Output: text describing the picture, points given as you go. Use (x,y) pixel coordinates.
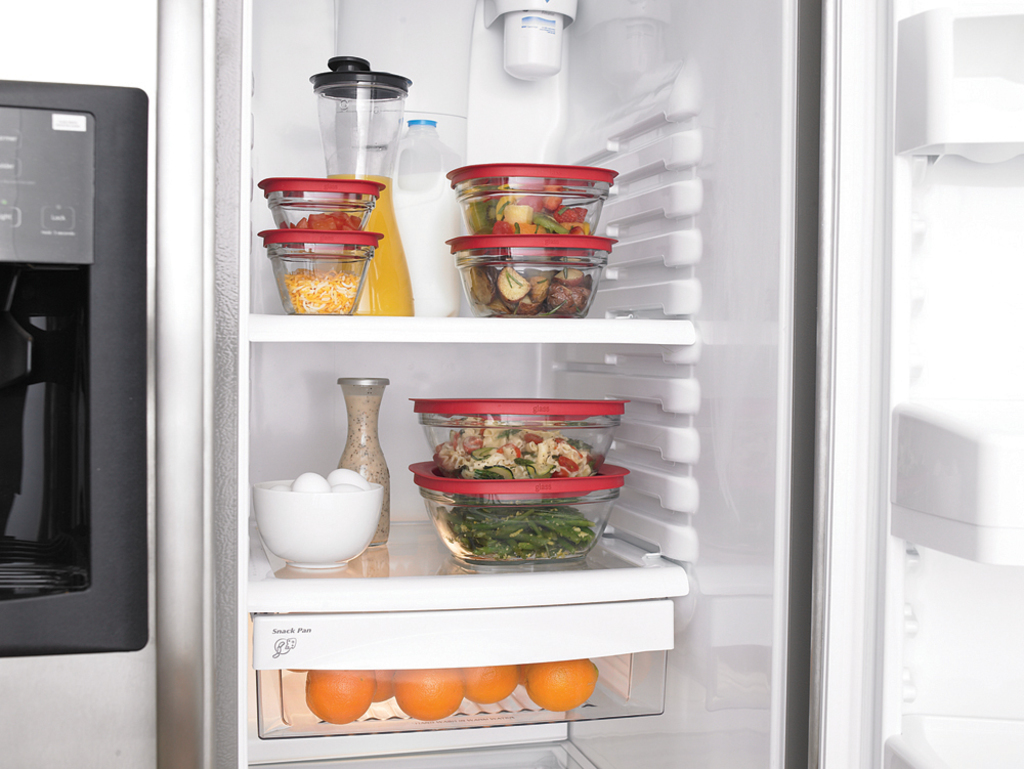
It is the fridge (575,336) there are food items (551,436) in it.
